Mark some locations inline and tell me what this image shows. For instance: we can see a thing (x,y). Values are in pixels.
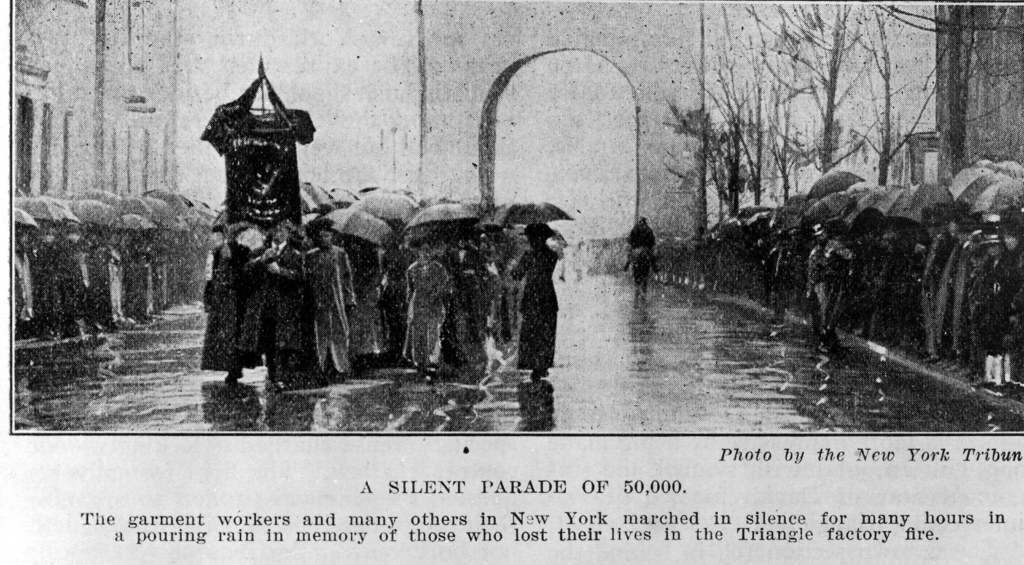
In this image I can see a paper (652,306), in the paper (647,322) I can see group of people (400,299) standing and holding few umbrellas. I can also see few buildings (941,67), sky (892,82) and the image is in black and white.
